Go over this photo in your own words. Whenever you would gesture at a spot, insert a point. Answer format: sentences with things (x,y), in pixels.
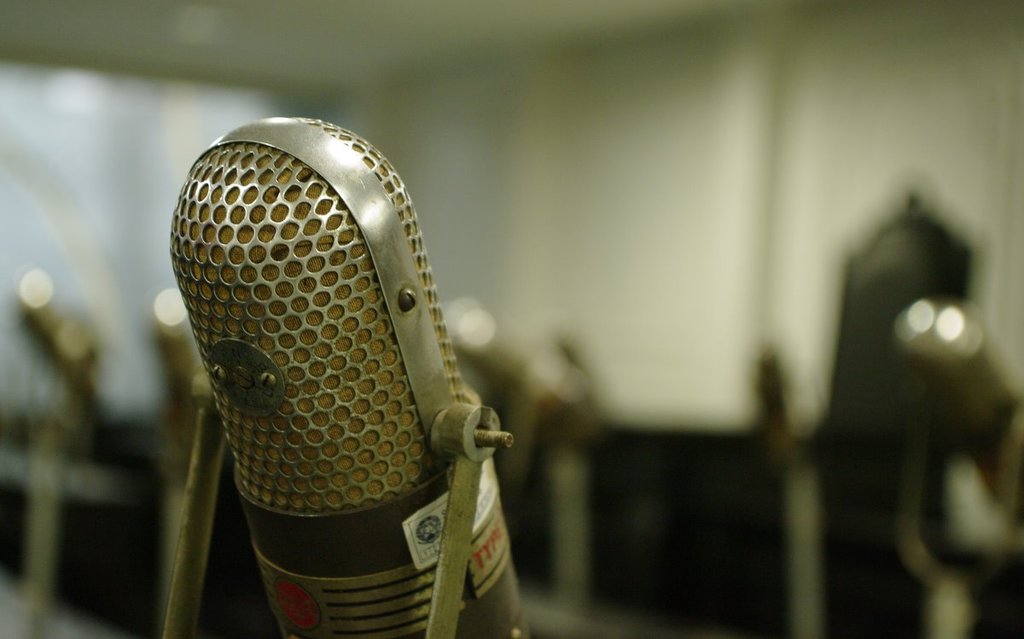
In this image we can see a microphone (272,429), here it is blurry.
